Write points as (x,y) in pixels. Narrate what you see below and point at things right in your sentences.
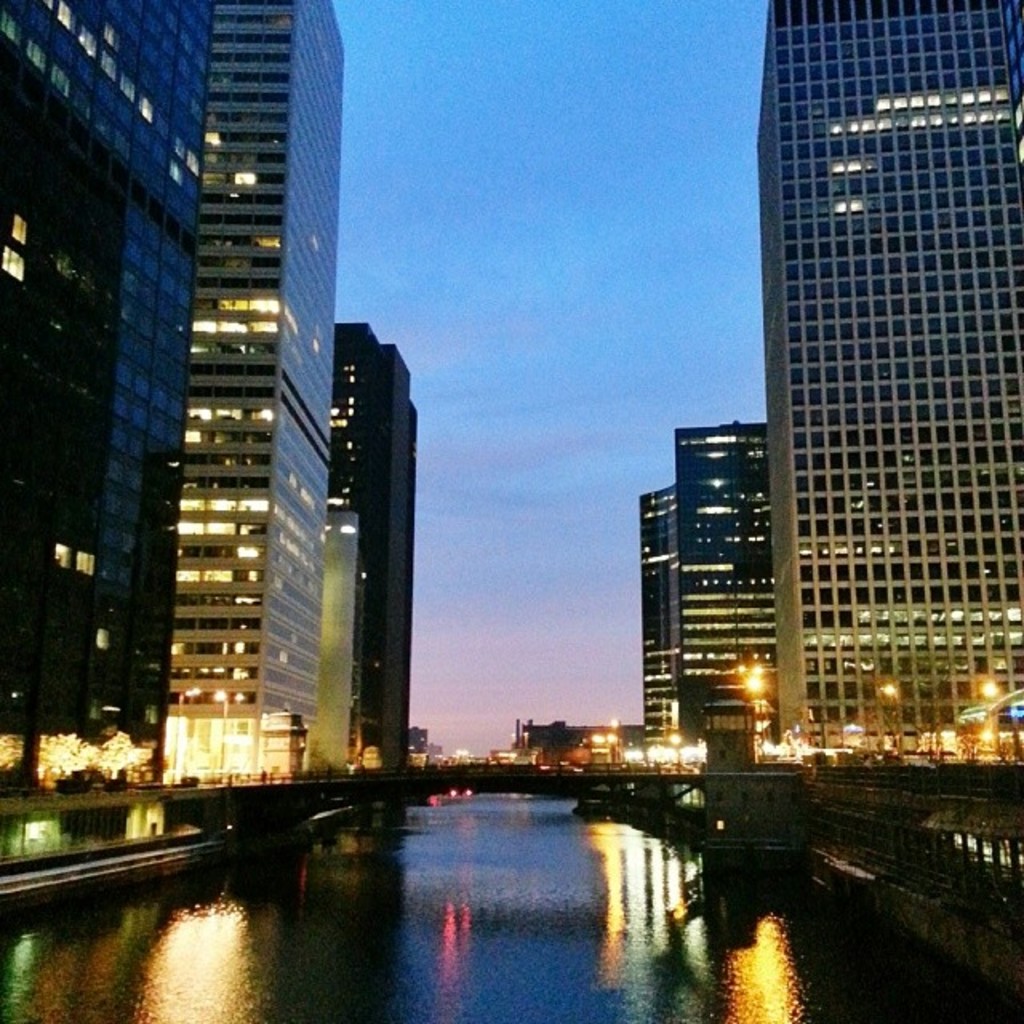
In the center of the image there is water (532,999). There is a bridge (693,809). There are buildings (359,537) to the both sides of the image. At the top of the image (627,107) there is sky (553,133).
